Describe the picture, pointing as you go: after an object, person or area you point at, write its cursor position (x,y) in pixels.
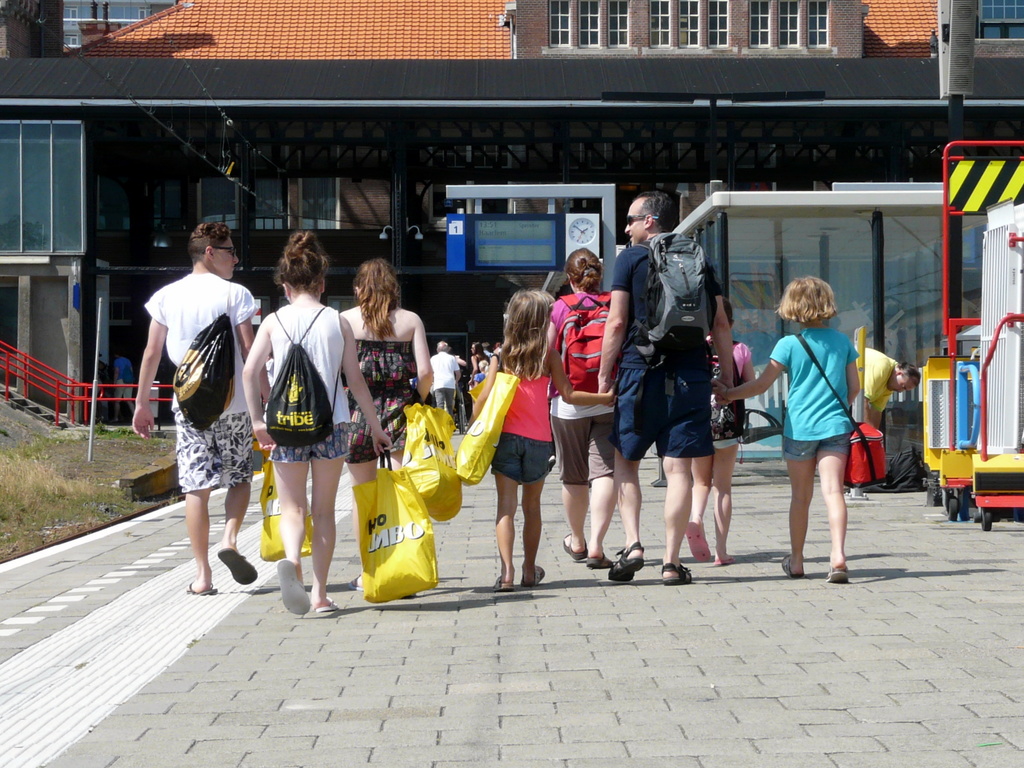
Here in the left side (222,438) a man (230,424) is walking, he wore a white color t-shirt (232,308), beside him 2 beautiful girls (402,421) are also walking and it looks like a building (521,94).
